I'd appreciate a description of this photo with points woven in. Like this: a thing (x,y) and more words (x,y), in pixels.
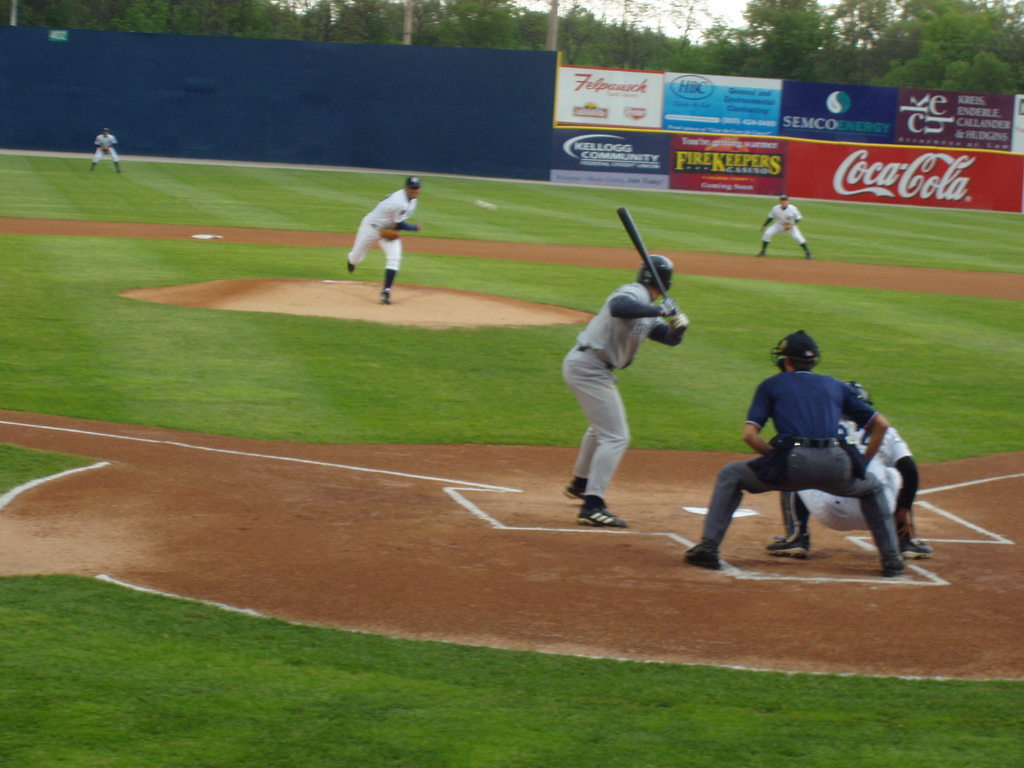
In the center of the image (593,504) a person (592,483) is standing and holding baseball bat (636,242) in his hand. In the background of the image (896,315) we can see some persons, ground (484,485) are there. At the top of the image (721,14) we can see boards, trees (680,45), sky (695,40) are there.
